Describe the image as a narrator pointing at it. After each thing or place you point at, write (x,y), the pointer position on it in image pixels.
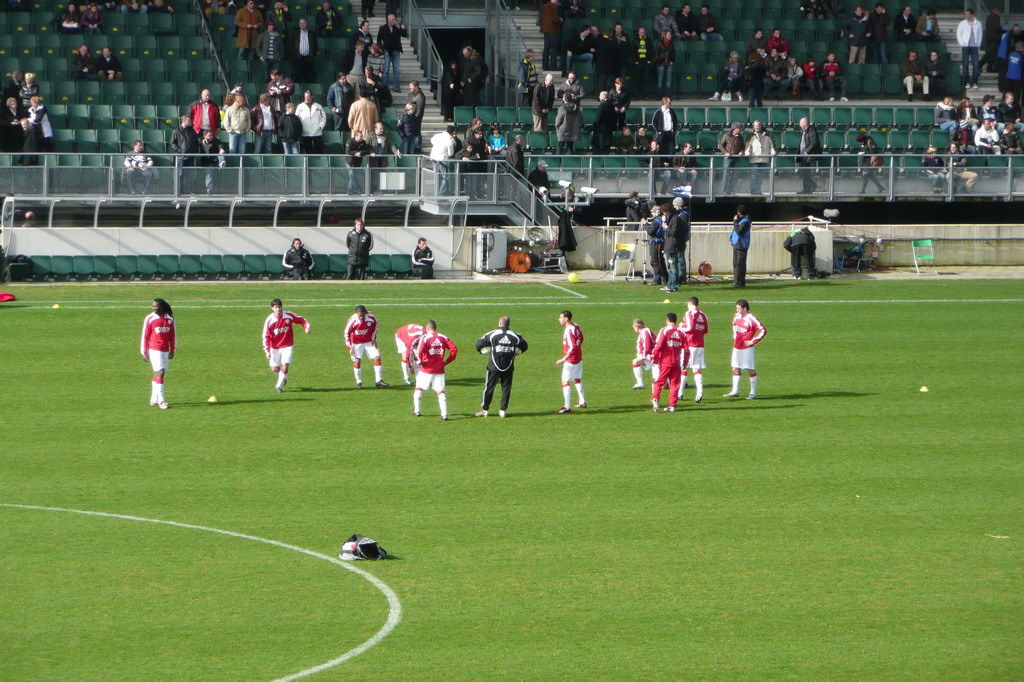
In this image we can see a stadium (484,437), the ground (515,437) is full grassy and people (703,327) are standing by wearing red color t-shirt (682,343) with white shorts (702,355). Behind them sitting area (828,116) of stadium (137,94) is there, in which people (284,106) are standing and sitting. In front of sitting area (786,87) one white color fence (573,156) is present.
